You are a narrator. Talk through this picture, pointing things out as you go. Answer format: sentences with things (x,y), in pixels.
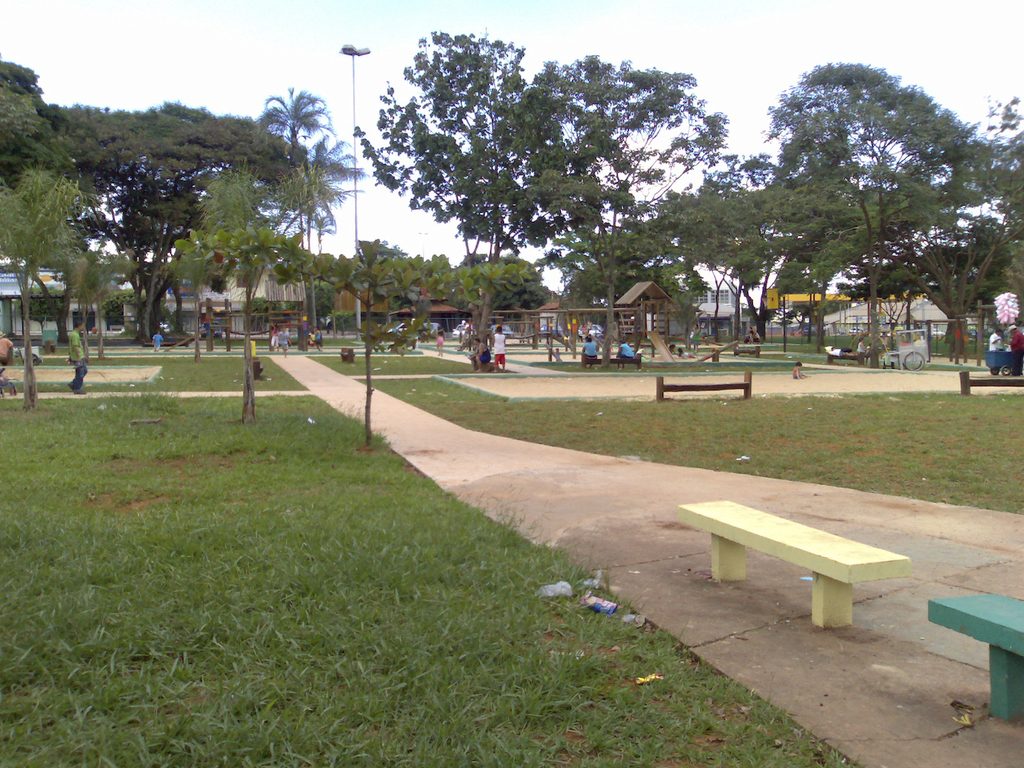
This picture is clicked outside the city. In this picture, we see many people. At the bottom of the picture (341,642), we see grass (489,692) and benches (1014,708). In the middle of the picture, we see children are playing seesaw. There are trees (128,229), poles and buildings (173,309) in the background (612,272). This picture might be clicked in the park (570,500). At the top of the picture (195,68), we see the sky (195,68).
